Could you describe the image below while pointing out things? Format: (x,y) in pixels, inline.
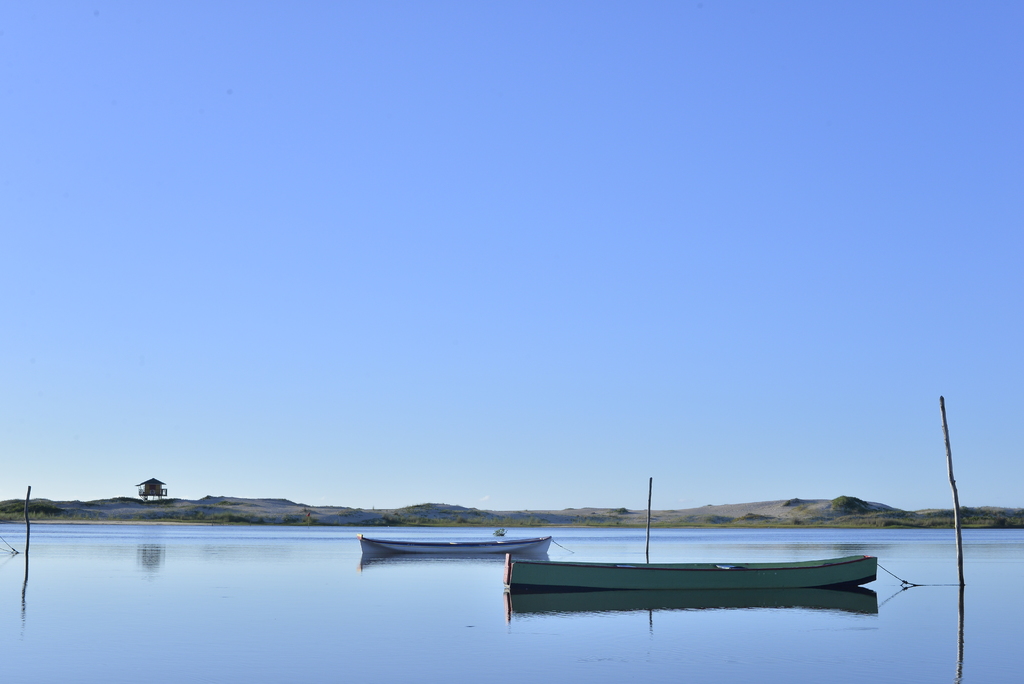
In this picture we can see water (701,657) at the bottom (735,657), there are two boats (605,576) and three sticks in the middle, in the background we can see grass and a house (148,484), there is the sky (125,486) at the top of the picture (500,179).
